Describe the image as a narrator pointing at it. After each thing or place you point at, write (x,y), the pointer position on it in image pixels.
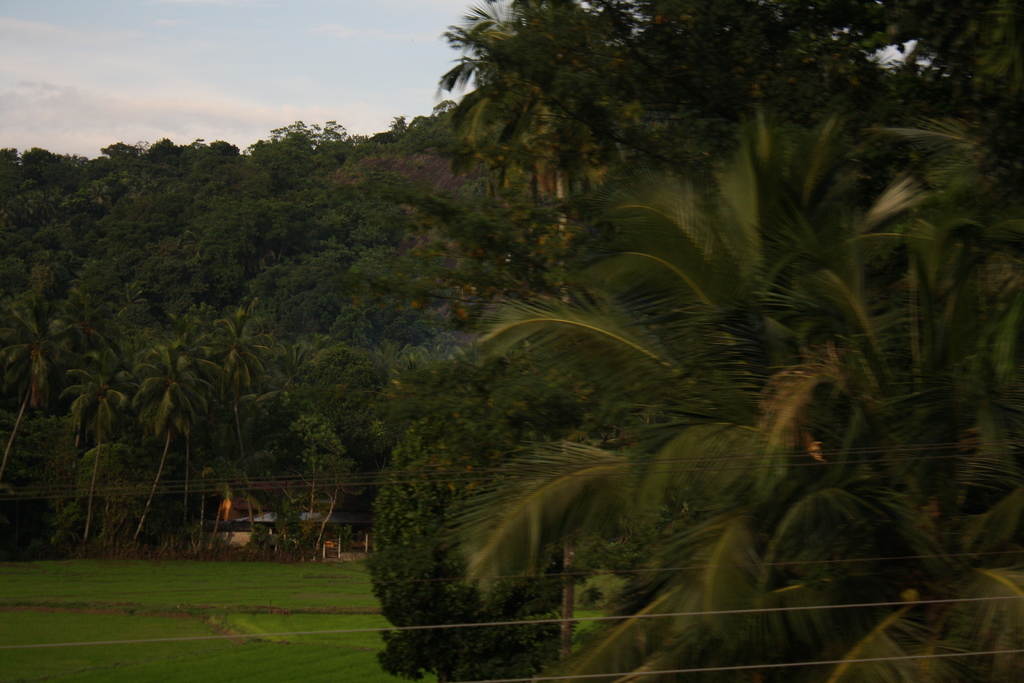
In this picture I can see trees (372,253) and looks like a house (243,517) at the bottom (230,523) and I can see grass (144,619) on the ground (138,602) and blue a cloudy sky (260,93).
